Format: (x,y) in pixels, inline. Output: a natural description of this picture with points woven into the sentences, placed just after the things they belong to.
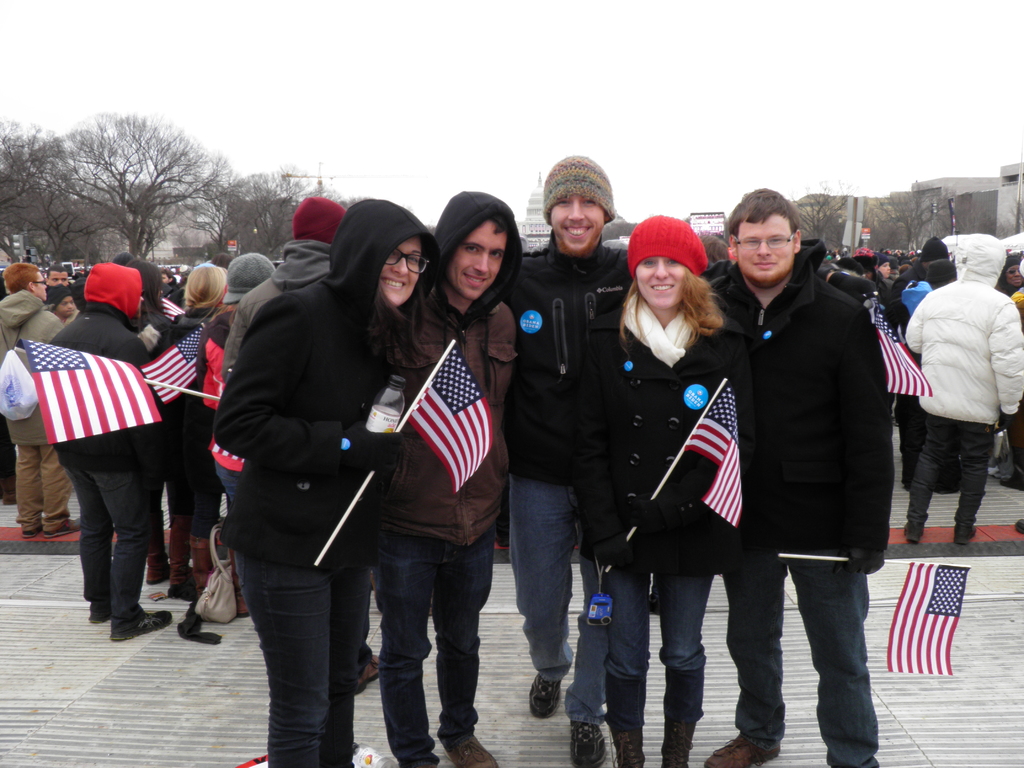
In the image there are few people (766,287) standing and holding the flags (474,411) in their hands (370,449). There are caps (555,184) on their heads (468,217). And there is a person (394,442) holding the bottle (388,416) in the hand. In the background (220,208) there are trees (220,208) and also there are few buildings (541,224). At the top of the image (519,191) there is a sky (851,89).
